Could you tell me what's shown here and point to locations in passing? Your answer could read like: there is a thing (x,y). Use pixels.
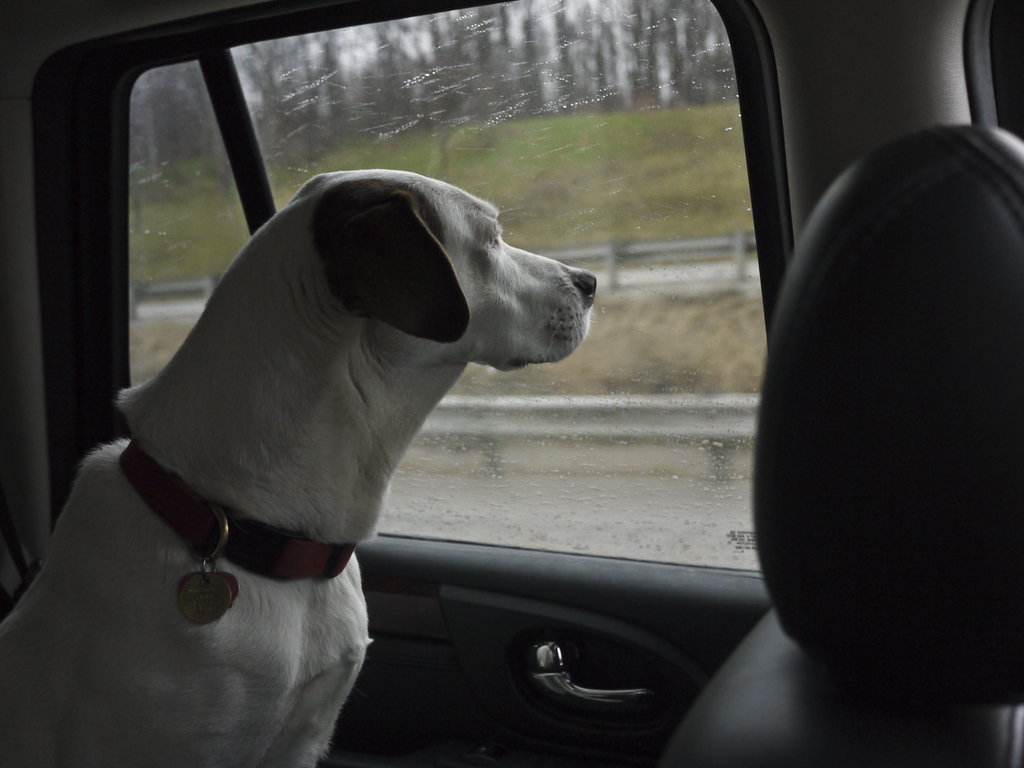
In this image I can see the dog (232,650) inside the vehicle (510,568) and there is a belt (190,541) to the dog (306,377). Through the glass (641,469) of the vehicle (596,481) I can see the fence (663,260), grass (657,302), many trees (601,6) and the sky (601,6).
